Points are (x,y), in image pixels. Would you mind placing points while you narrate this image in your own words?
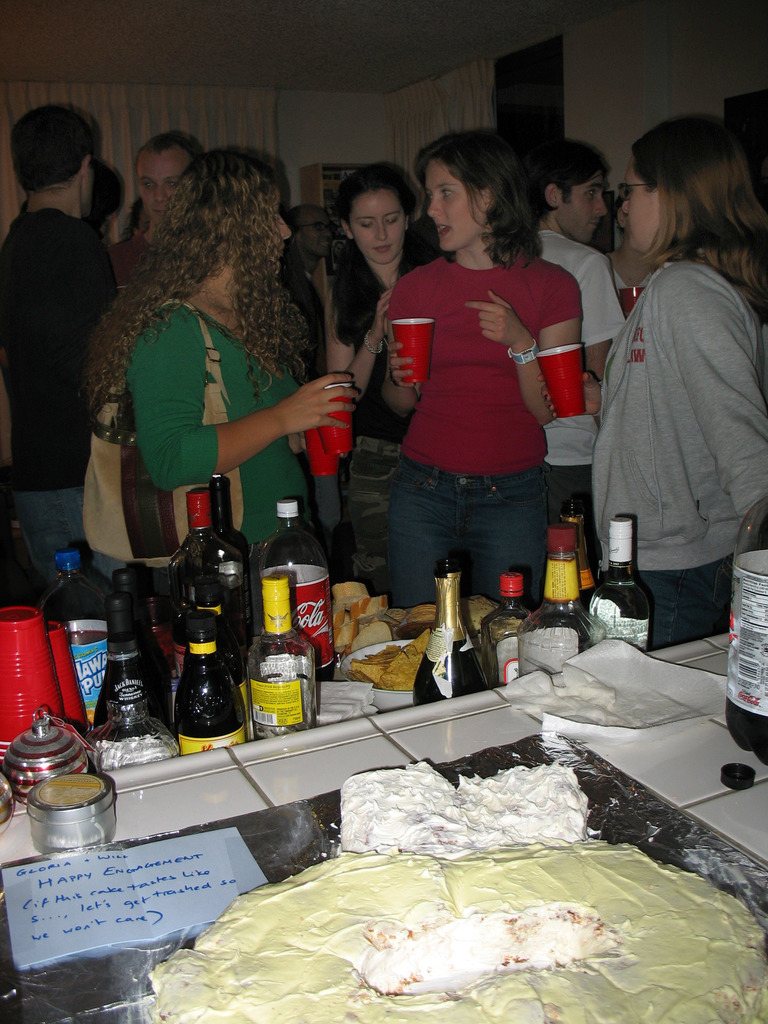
In this image I can see there are group of people (495,228) are standing with glasses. In the middle (457,596) there are wine bottles (271,733) and other food items (445,784).
